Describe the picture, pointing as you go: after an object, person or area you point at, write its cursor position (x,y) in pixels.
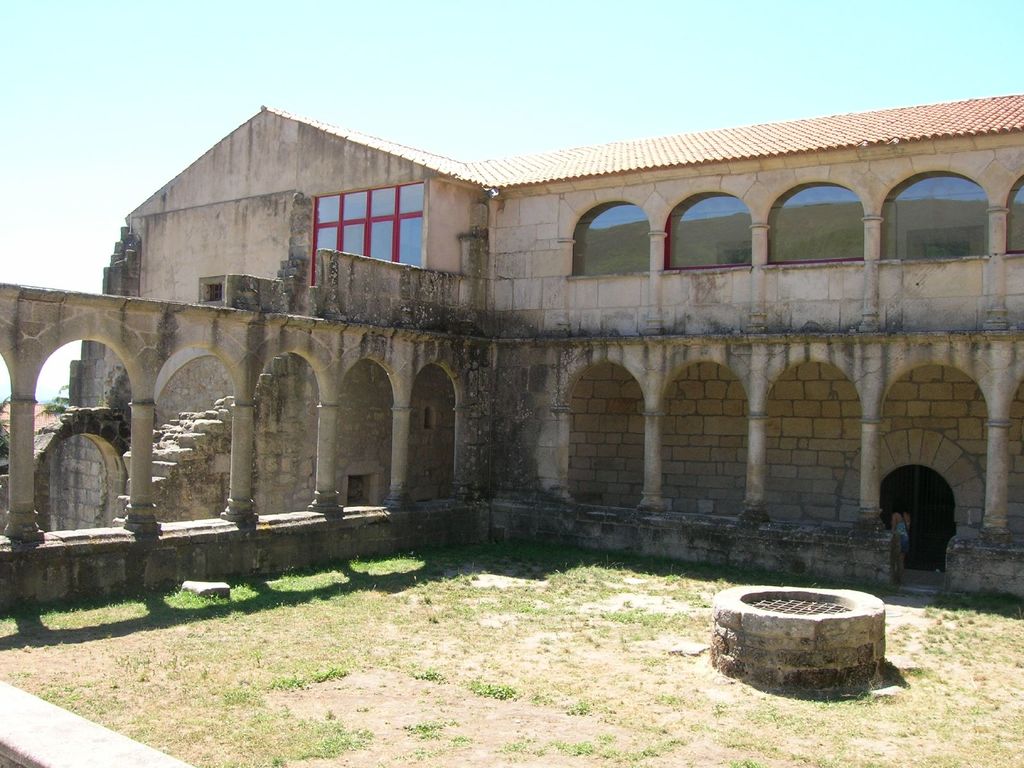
In this image we can see a building (428,404). On the right (903,563) there is a person (903,526). At the bottom (198,704) there is grass (312,648). In the background (515,153) there is sky (491,53) and we can see a well (810,642).
